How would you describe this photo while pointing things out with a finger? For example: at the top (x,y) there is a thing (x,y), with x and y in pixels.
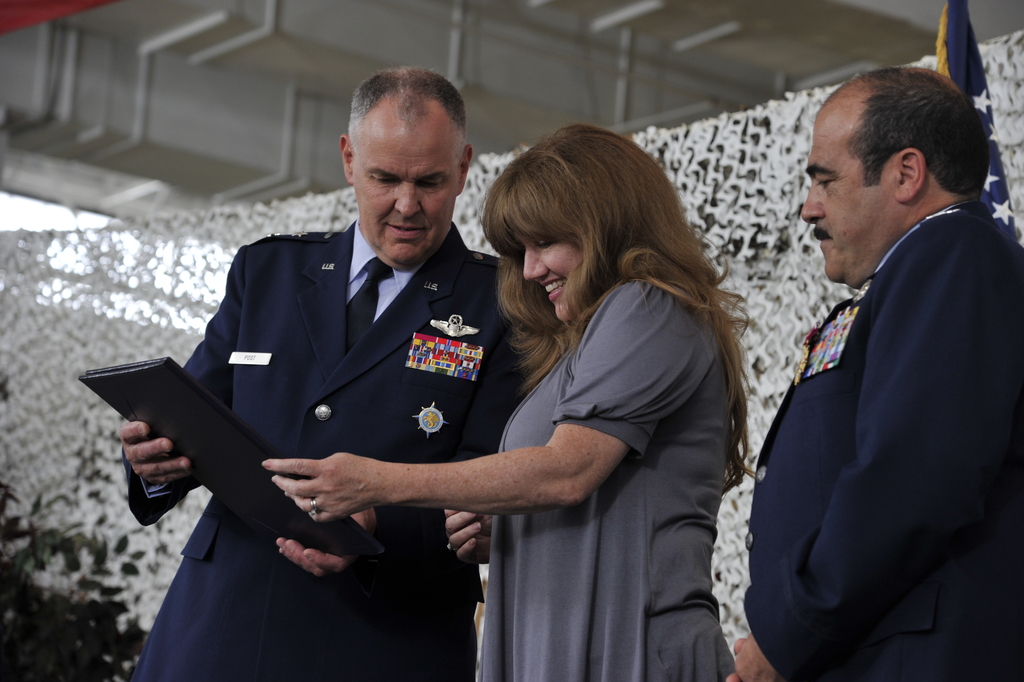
We can see a man (401,391) and woman (544,286) are standing and holding a book (225,478) with their hands (303,555) and on the right side (880,347) a man (890,470) is standing and there is a flag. In the background (37,635) there is a plant (26,578), an object (167,304) and pipes (266,0).
